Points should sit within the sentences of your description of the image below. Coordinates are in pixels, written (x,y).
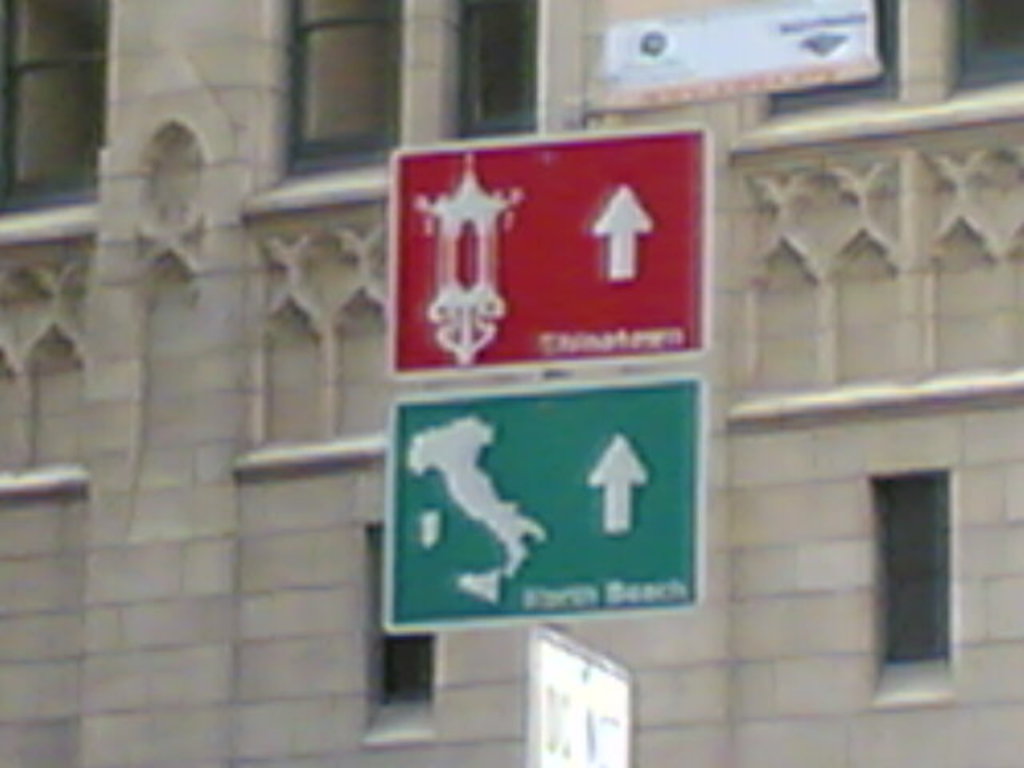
In the center of the image (525,327) there are sign boards (533,436). In the background (925,216) there is a building (184,254).
